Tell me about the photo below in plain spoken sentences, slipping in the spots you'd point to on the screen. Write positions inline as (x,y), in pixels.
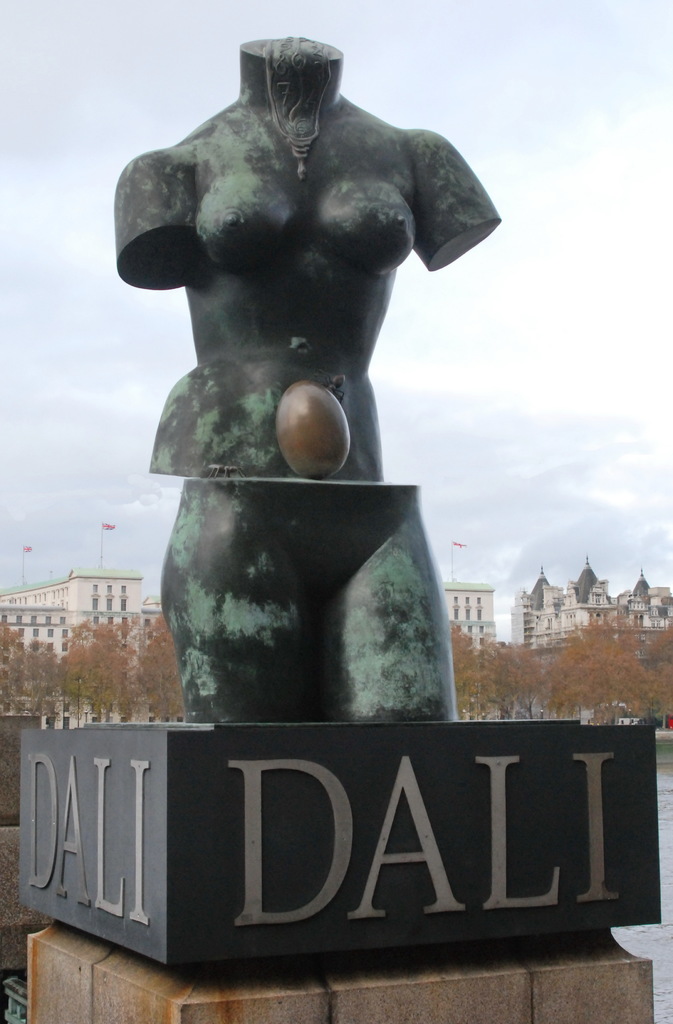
Here we can see statue (312,579). Background (44,685) we can see buildings (642,607), trees (130,645) and sky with clouds (531,400).
